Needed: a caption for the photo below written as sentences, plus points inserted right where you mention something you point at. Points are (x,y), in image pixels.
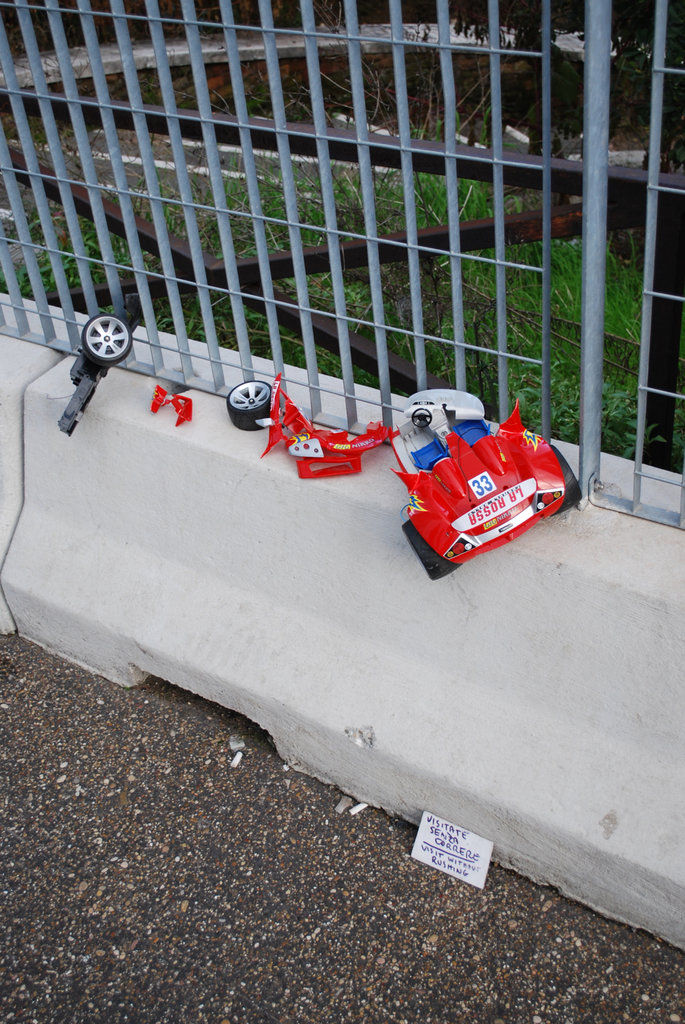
In the image there is a broken rc car (425,438) on the fence (411,288) and behind it's a grassland (577,369).
